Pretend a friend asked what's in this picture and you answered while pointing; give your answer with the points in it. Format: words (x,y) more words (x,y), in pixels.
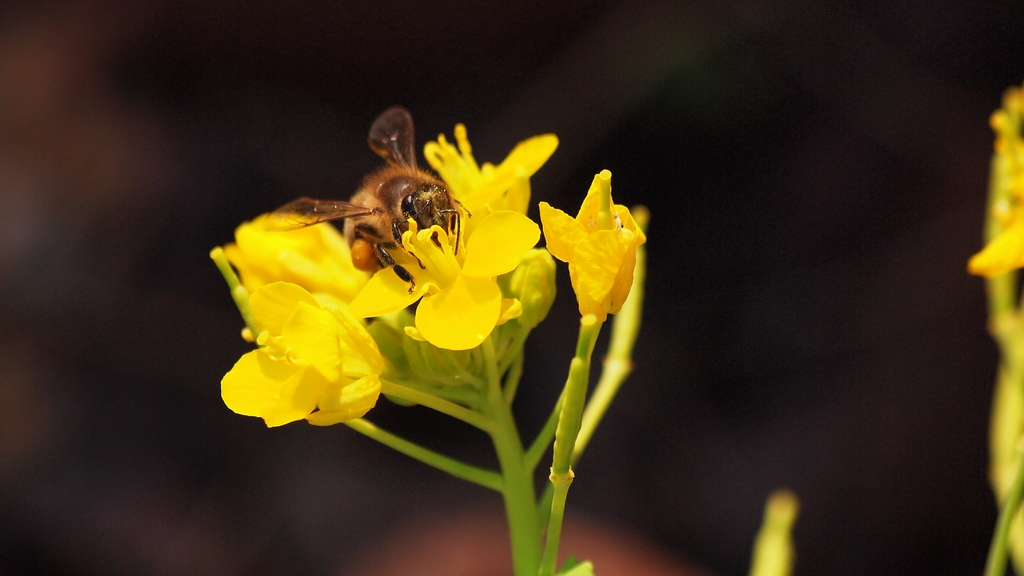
In the image we can see there is an insect (416,215) sitting on the yellow colour flower (460,266). The flower (485,293) is on the plant (498,358) and background of the image (271,35) is blurred.
